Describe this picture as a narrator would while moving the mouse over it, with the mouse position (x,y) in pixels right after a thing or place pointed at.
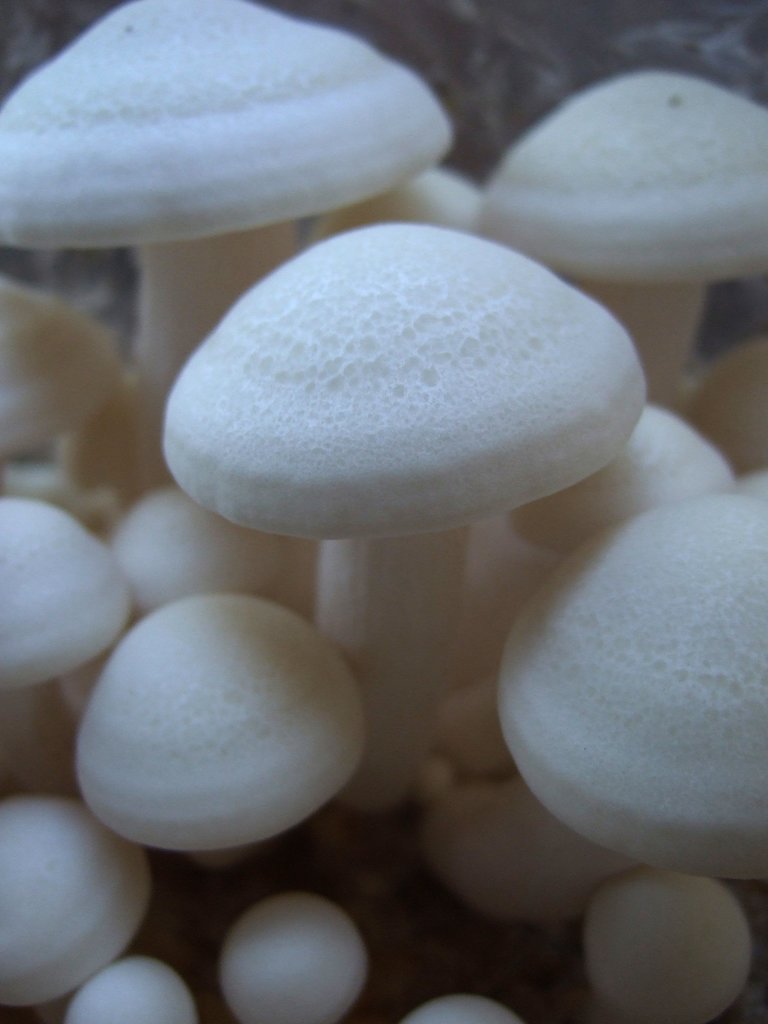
In this picture we can see some white mushrooms (297,941).
